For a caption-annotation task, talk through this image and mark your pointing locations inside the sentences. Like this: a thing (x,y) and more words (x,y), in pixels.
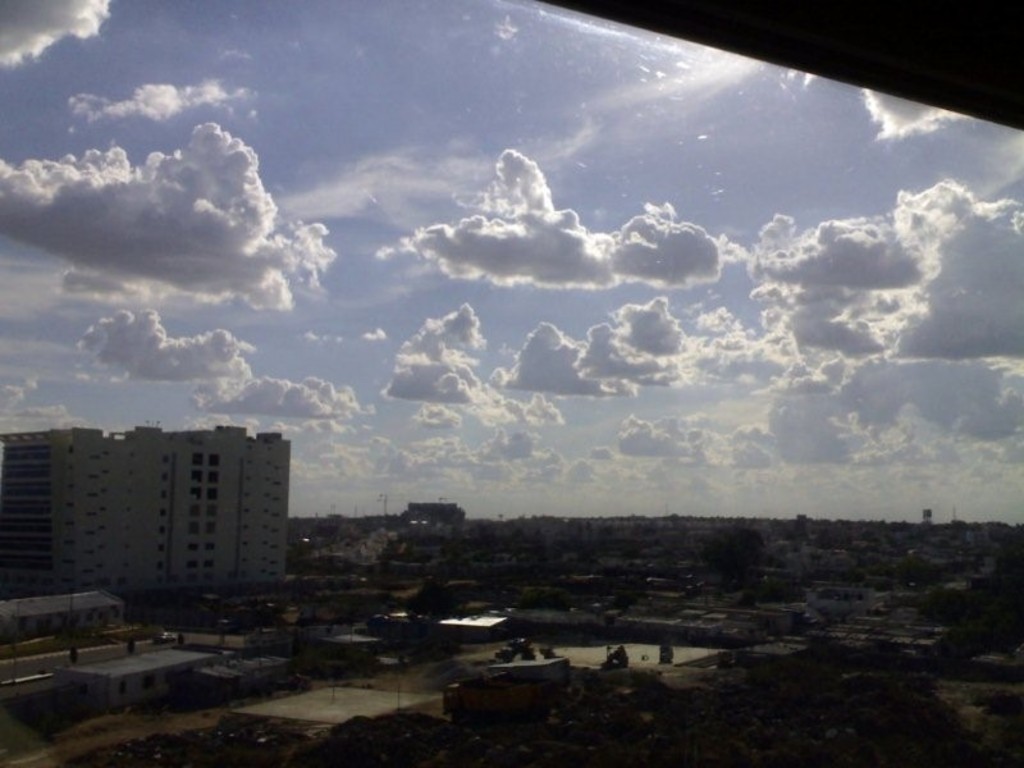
This image is taken outdoors. At the top of the image (579,215) there is a sky (641,373) with clouds (478,224). At the bottom (368,628) there are many buildings (656,617) and houses (746,632) on the ground (544,711) and there are a few trees (651,550) and plants (810,700).
